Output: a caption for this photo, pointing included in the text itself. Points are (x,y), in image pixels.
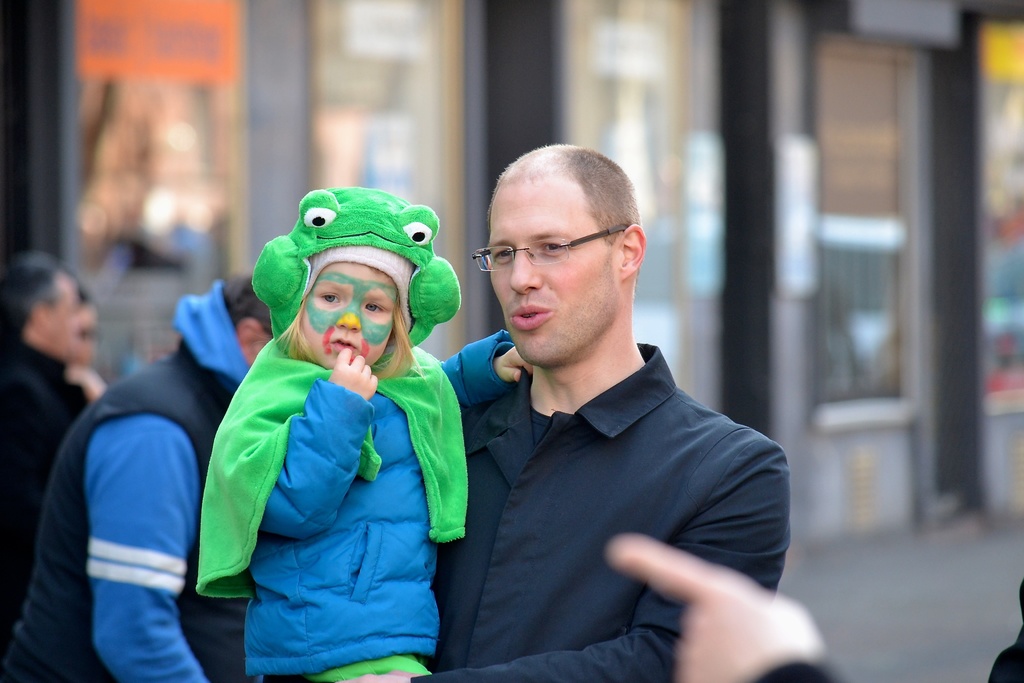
In this image I can see group of people (518,511) standing. In front (552,505) the person (537,520) is wearing black color shirt (590,429) and the other person (403,546) is wearing green and blue color dress (321,569) and I can see the blurred background (628,23).
